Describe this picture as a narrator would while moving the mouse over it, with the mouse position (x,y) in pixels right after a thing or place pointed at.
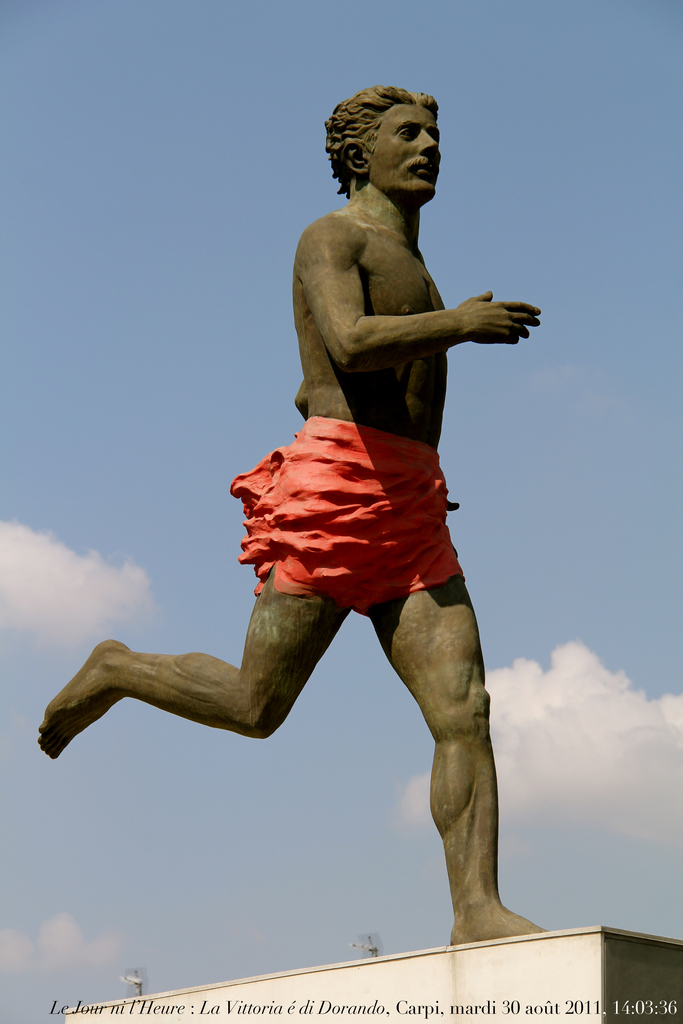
This image is taken outdoors. In the background (122,518) there is the sky (160,454) with clouds (79,568). In the middle of the image (361,596) there is a statue (412,481) of a man (415,402) on the wall (426,980). At the bottom of the image (432,1009) there is a text (616,1010) on the image.
